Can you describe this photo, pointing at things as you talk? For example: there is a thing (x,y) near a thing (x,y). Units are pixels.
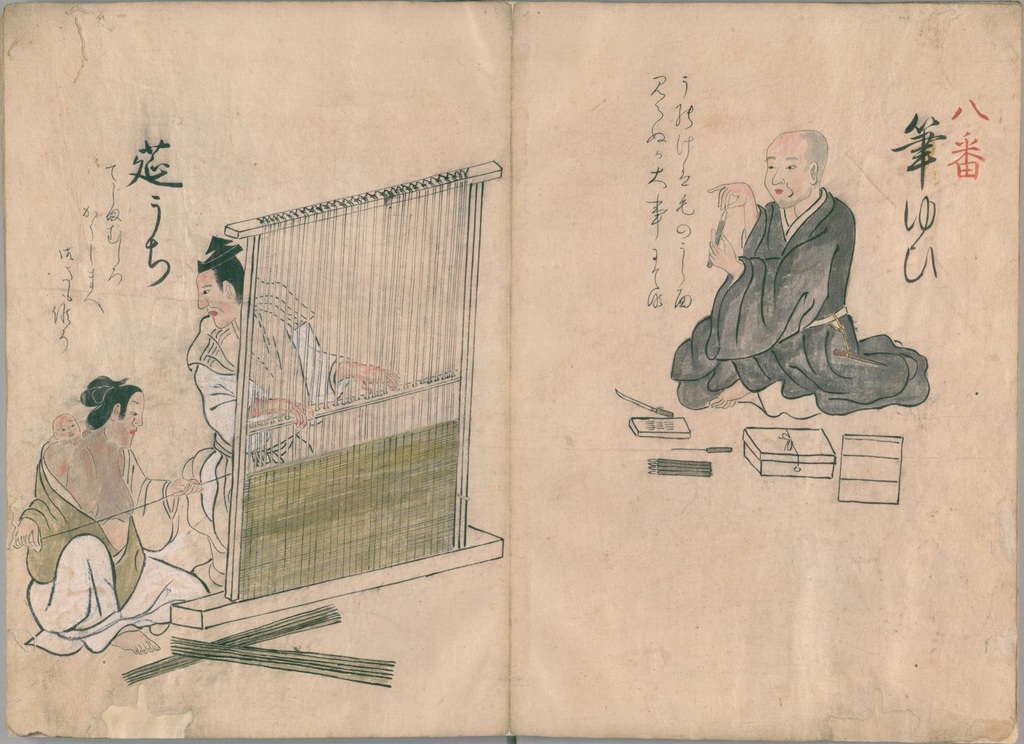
This picture might be a painting on the paper (555,344). In this image, on the right side (839,206), we can see a painting (840,235) of the man (833,275) sitting. On the left side (290,626), we can see a man (322,371), a woman (114,443) and few threads (400,425).
